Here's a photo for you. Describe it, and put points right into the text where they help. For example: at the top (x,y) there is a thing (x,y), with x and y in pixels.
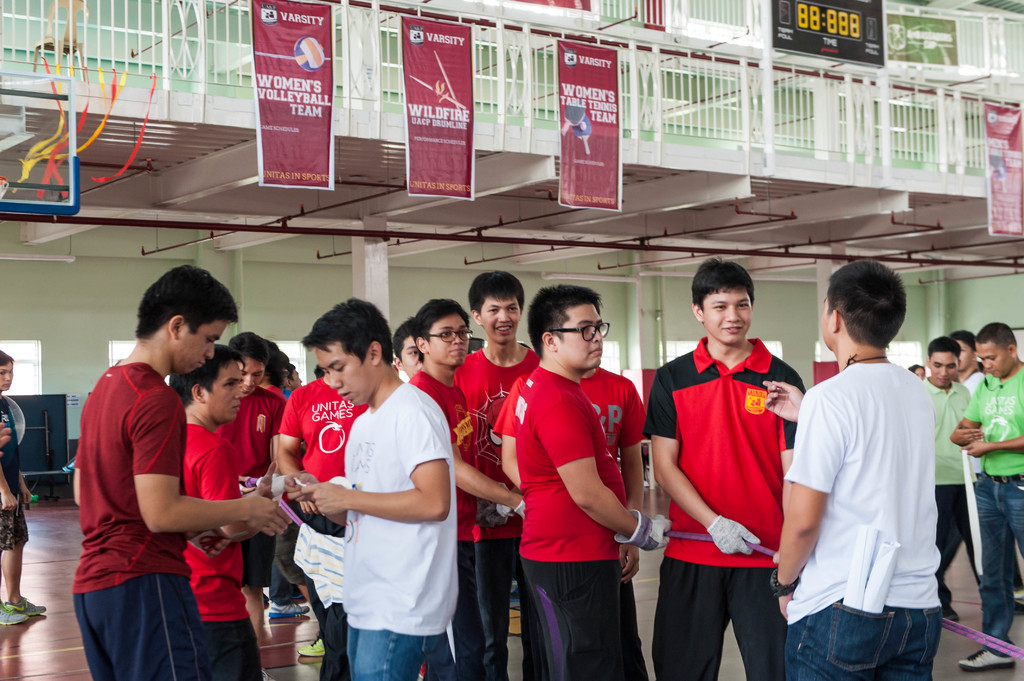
In this image, we can see persons (678,404) wearing clothes (881,408). There are banners (282,74) hanging from the balcony (671,92). There is a screen (835,45) in the top right of the image (834,16).
